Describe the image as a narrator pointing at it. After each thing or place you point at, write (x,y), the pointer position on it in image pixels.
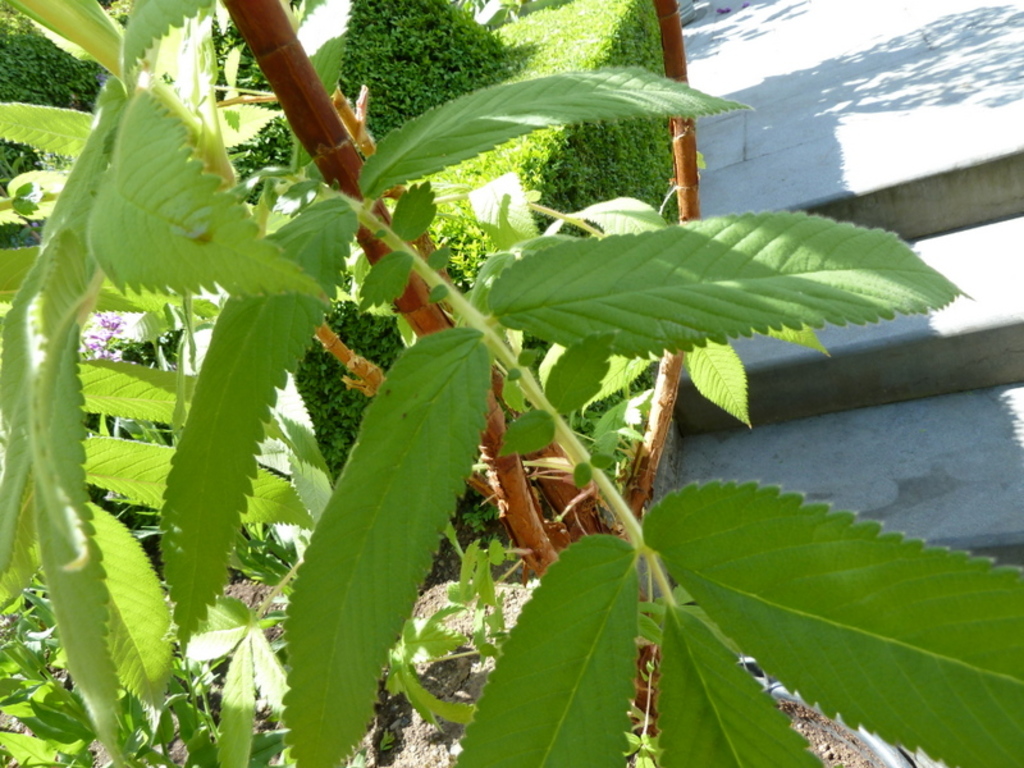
In this image we can see some leaves (321,524) which are in green color and in the background of the image (904,466) there are some stairs (827,148) and plants (389,221).
